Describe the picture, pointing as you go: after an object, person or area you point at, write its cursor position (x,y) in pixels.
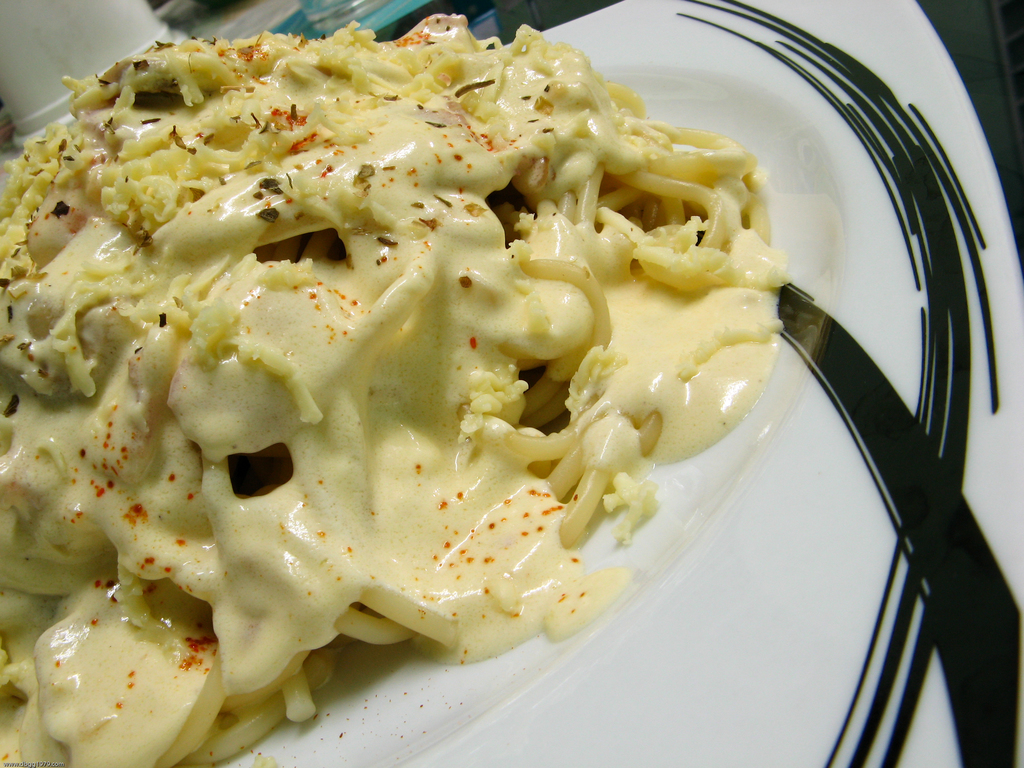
In this image there is a plate (760,524) having some food (352,414).
